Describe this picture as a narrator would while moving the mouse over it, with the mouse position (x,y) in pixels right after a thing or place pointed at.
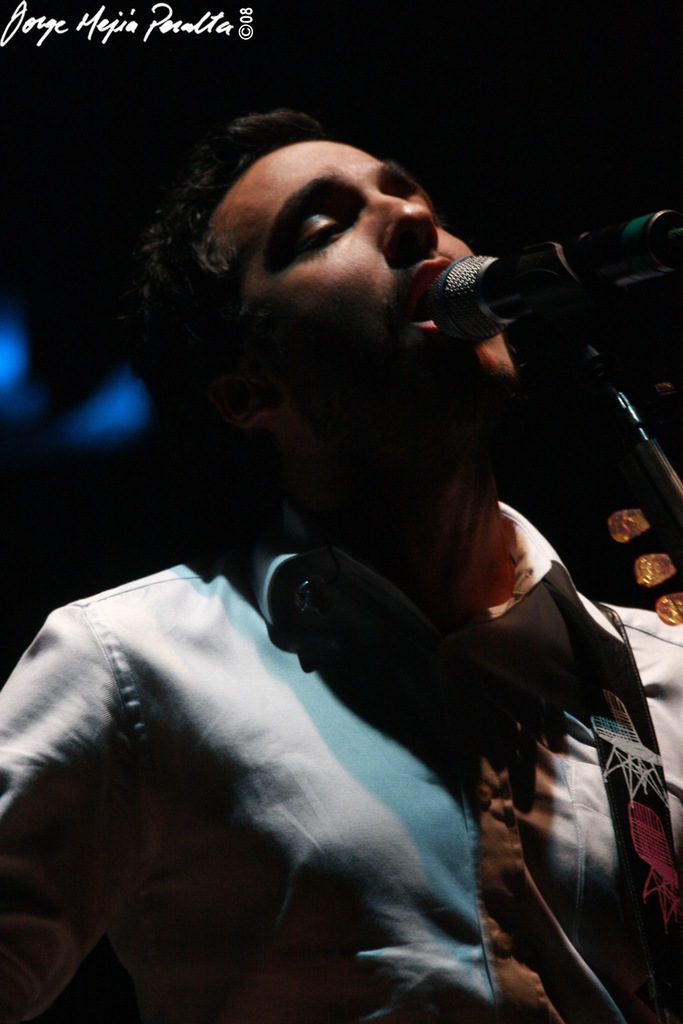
In this image in the center (328,591) there is one person (380,545) who is singing, in front of him there is one mike (440,298).
